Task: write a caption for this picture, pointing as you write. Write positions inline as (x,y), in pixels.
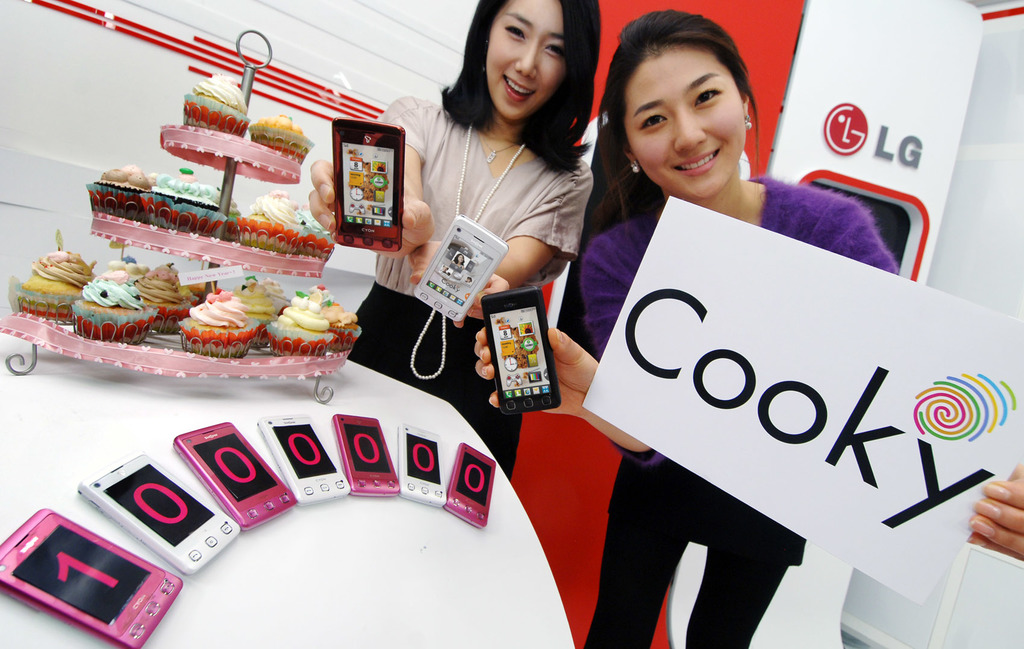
Two women (401,264) are showing mobile phone (524,371) named cooky on sale of ten lac pieces with some cupcakes (138,331) beside them.
